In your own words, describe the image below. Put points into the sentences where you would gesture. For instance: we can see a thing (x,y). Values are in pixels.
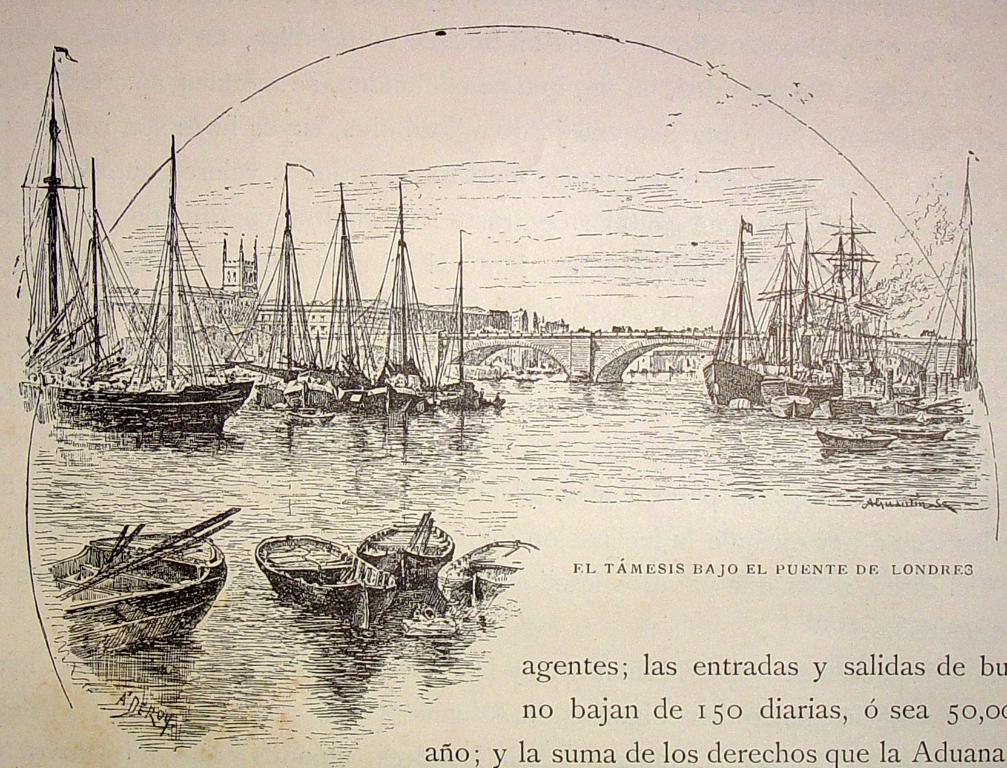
This is a drawing in this image in the center (512,395) there are some boats (175,413) in a river (651,410), and there is a bridge (613,343). At the bottom of the image (658,672) there is some text (740,710).
